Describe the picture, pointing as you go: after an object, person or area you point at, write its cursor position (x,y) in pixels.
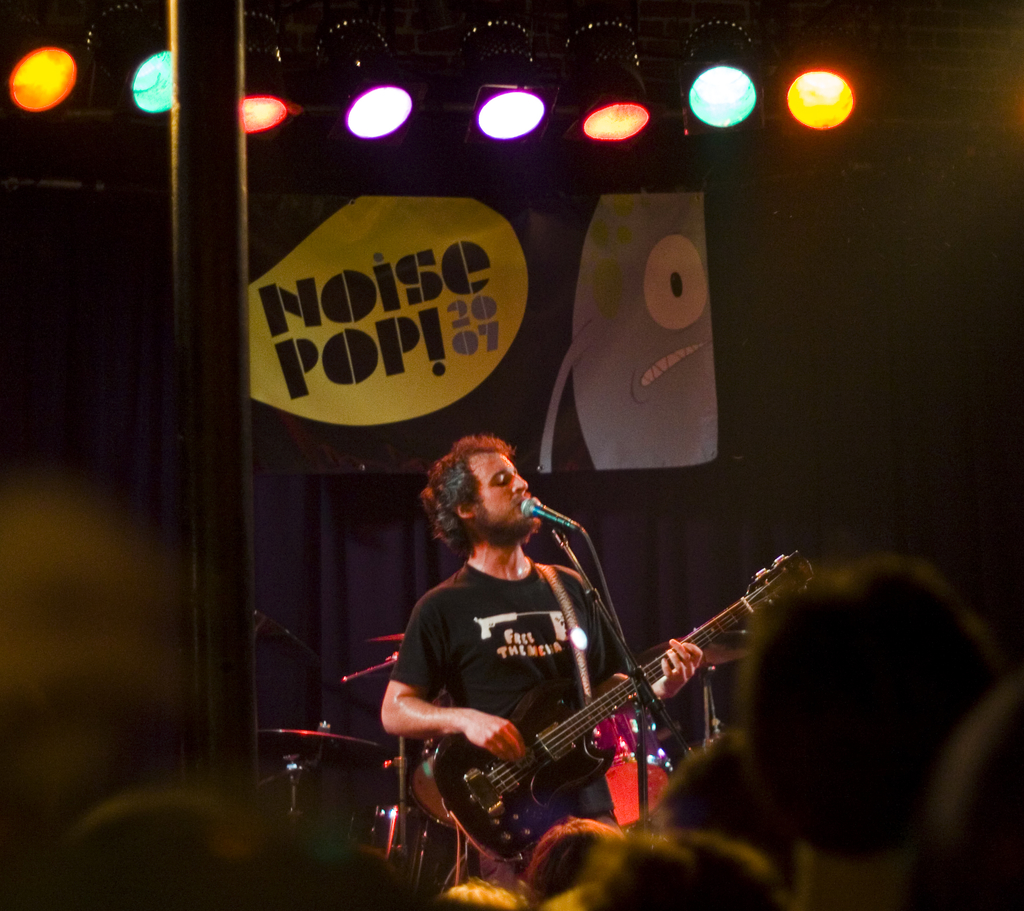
In the picture the person (534,591) is present in black dress (507,601) and playing a guitar (590,722) and singing in front of the microphone (538,514) behind him there are drums (355,738) and a blue curtain (336,576) with a poster (554,320) on him and lights (853,111) on him, in front of him there is a crowd (599,896).
